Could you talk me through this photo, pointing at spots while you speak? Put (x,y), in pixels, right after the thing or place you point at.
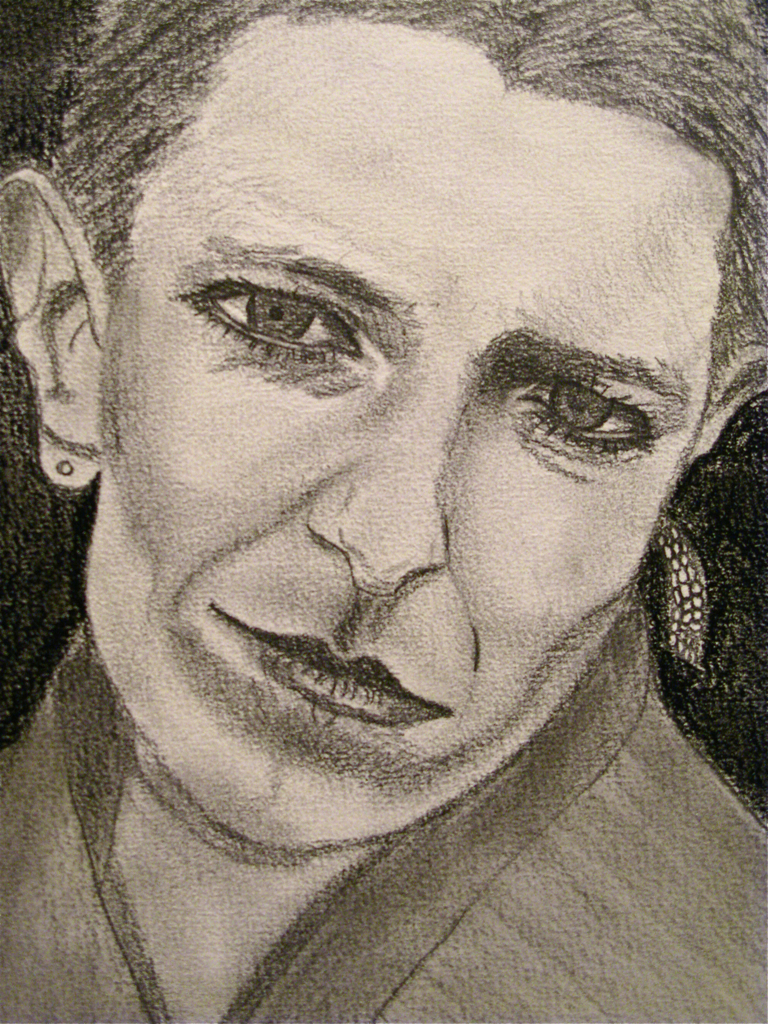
In this image we can see a painting (356,645). In this there is a woman (600,621).
